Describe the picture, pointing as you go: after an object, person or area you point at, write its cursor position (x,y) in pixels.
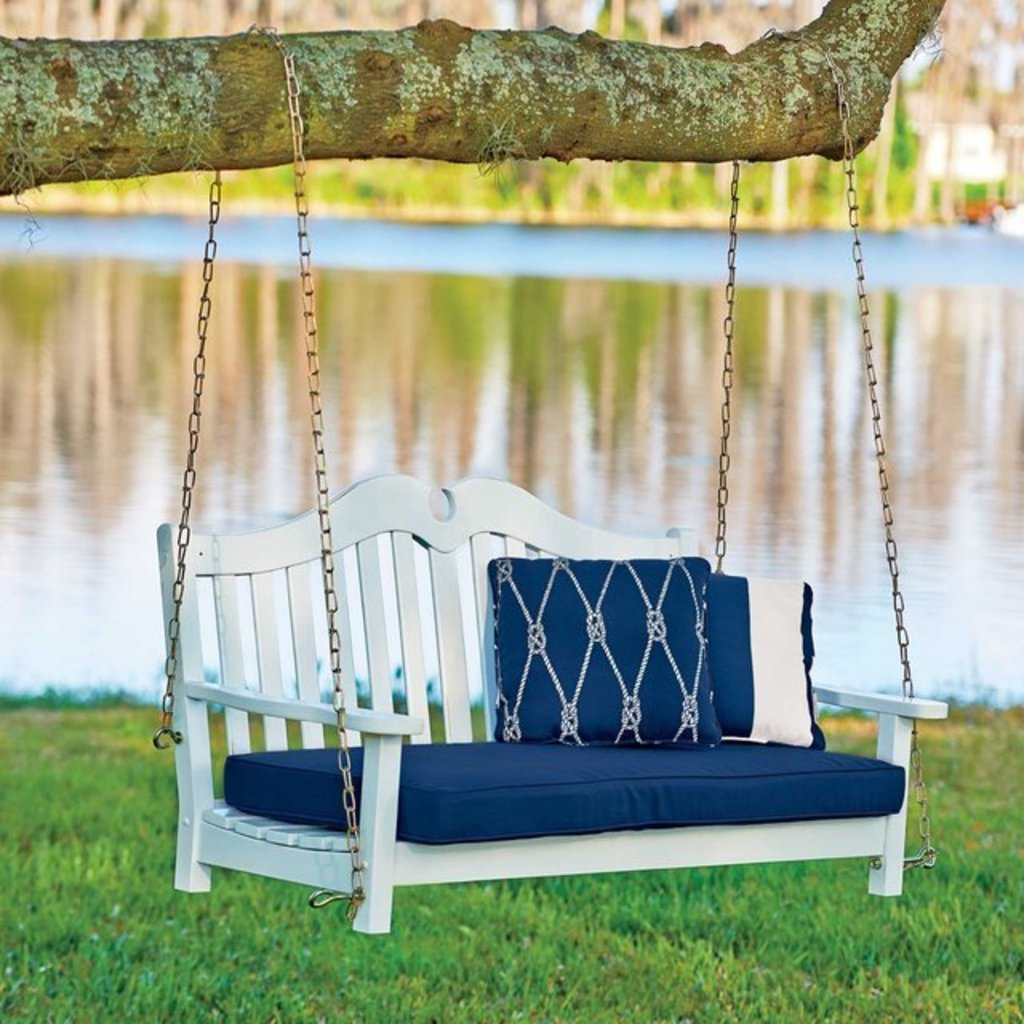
In this image there is a swing (569,771) which is hanged to the tree stem (447,121). Chain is used to hang it. In the swing (199,774) there are pillows (635,717). In the background (601,362) there is water (633,362). On the ground (639,988) there is grass (617,979).
